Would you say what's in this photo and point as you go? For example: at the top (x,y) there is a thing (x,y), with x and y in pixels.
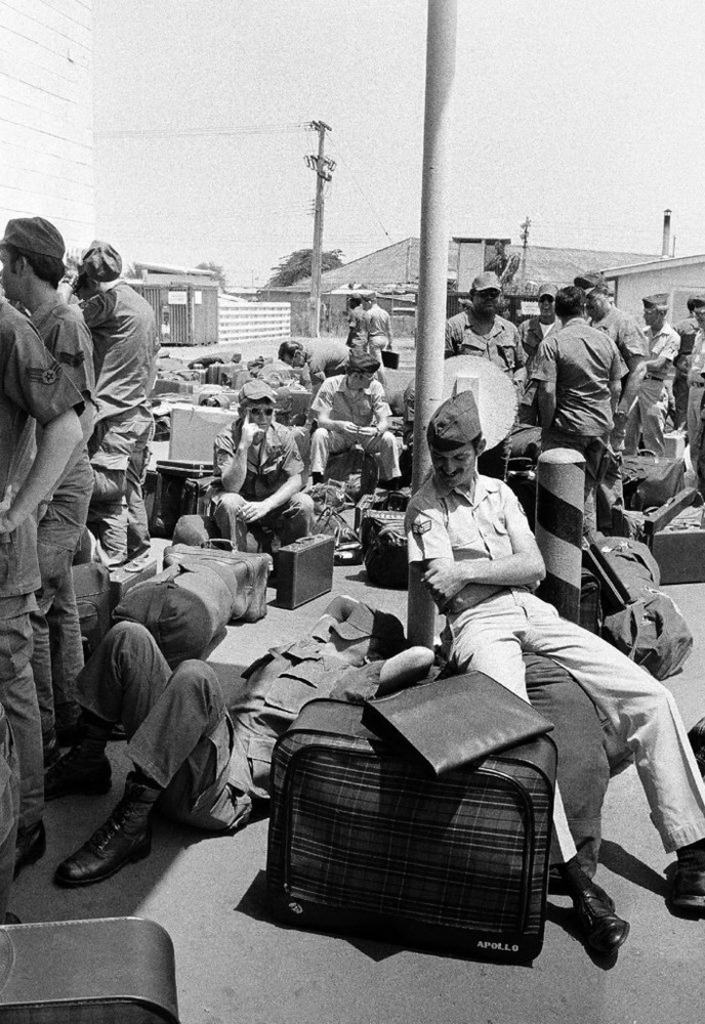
This is a black and white photographic image of a few officers (379,394), standing and sitting on the floor (238,683) with luggage (494,454), in the background of the image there are trees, houses (453,254) and utility poles (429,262).
